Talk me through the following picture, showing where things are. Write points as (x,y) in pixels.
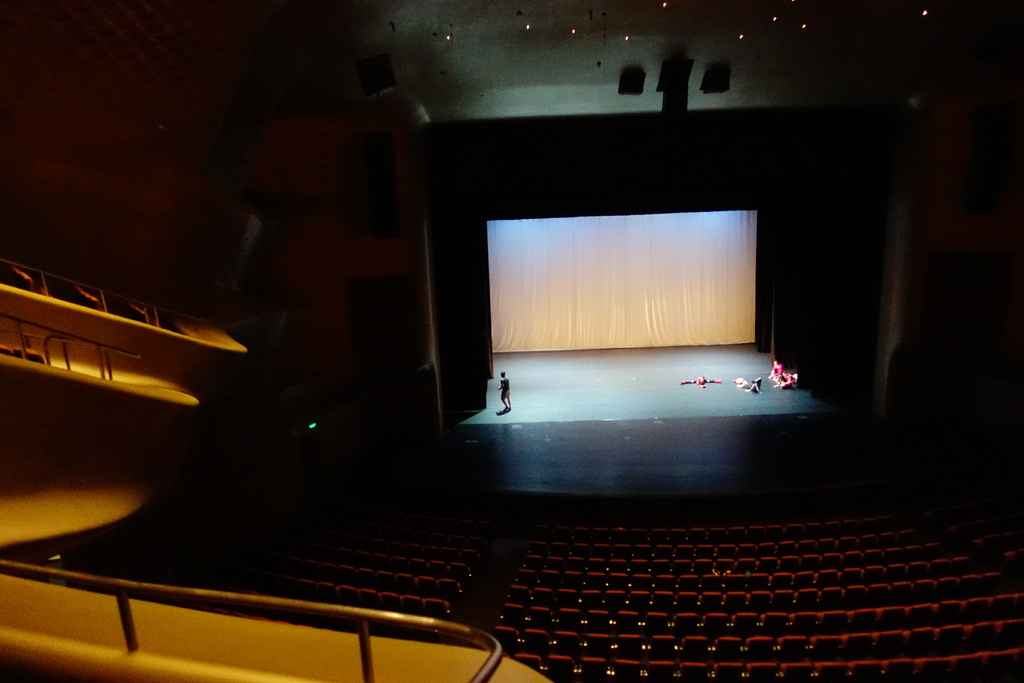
At the bottom of the picture (410,641), we see the railing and a white wall (96,613). Beside that, we see the empty chairs (661,577). In the middle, we see a person (511,396) standing and a few people (779,369) in pink lying or sitting on the floor (817,430). In the background (622,238), we see a sheet (554,265) or a curtain (590,304) in white color. At the top (704,38), we see the lights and the ceiling (517,19) of the room (607,35). This picture might be clicked in the concert hall (607,35). This picture is clicked in the dark.
